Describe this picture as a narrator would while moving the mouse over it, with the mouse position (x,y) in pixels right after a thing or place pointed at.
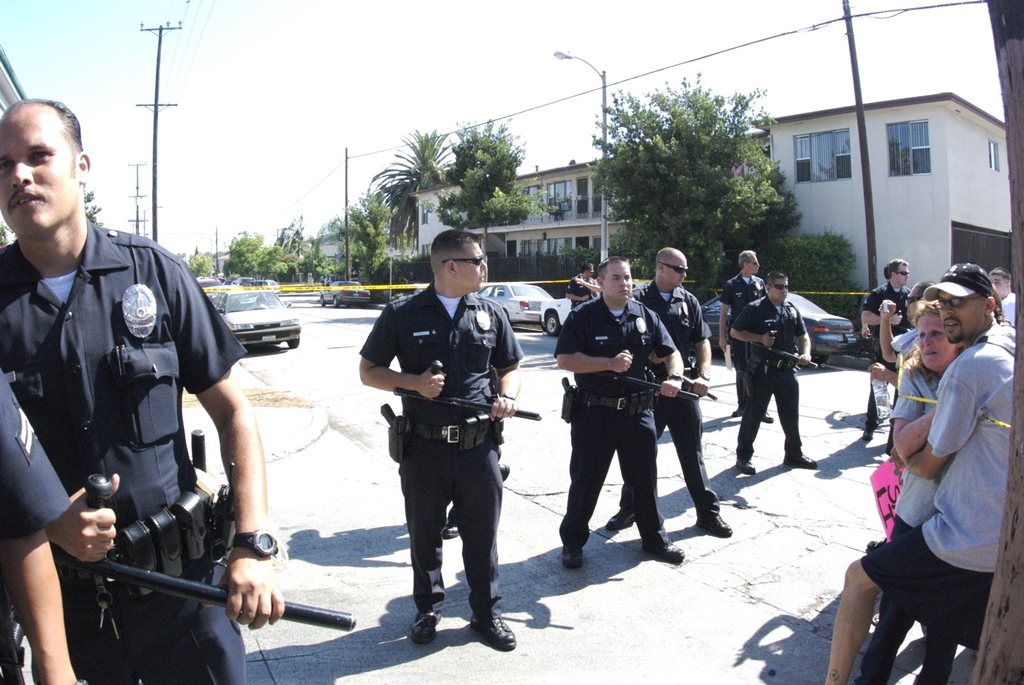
As we can see in the image there are group of people (599,466) here and there, cars (529,304), current poles (157,96), street lamps (557,58), buildings (565,206) and sky (419,69).
